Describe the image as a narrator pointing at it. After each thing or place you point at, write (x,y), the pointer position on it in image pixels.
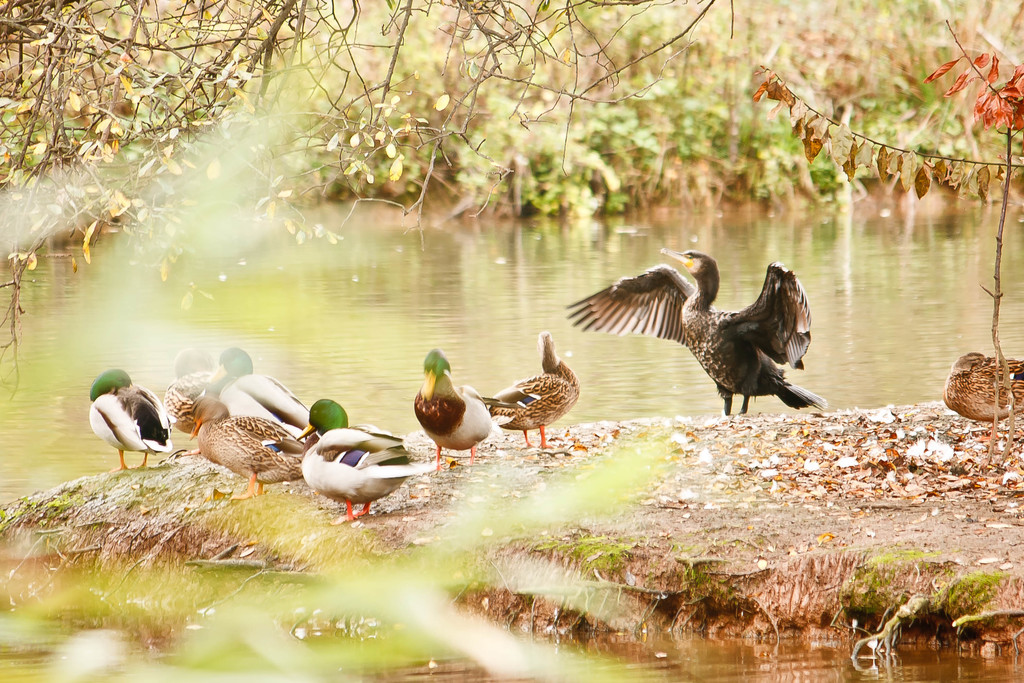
In this picture we can see some small ducks (212,406) on the ground (613,442). Behind we can see small pond water (562,265) and some plants (898,92) around it.
